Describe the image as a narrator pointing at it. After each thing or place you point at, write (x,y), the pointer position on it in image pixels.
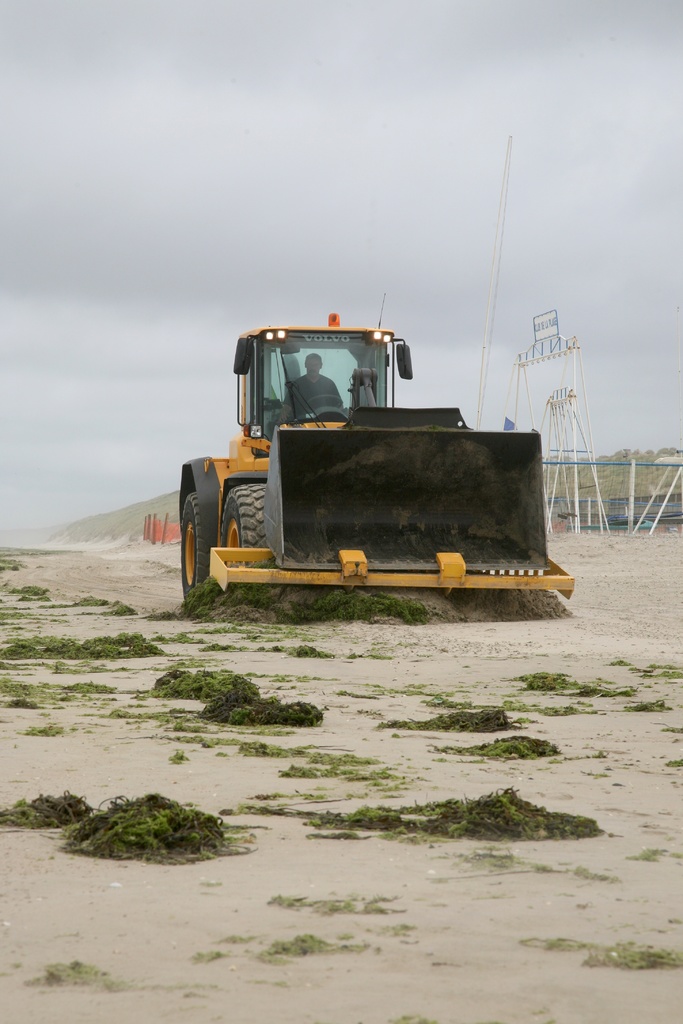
In this image we can see a person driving a vehicle (343,482). There is the cloudy sky (598,444) in the image. There is a garbage (199,829) on the ground (265,833). There are few objects (502,200) at the right side of the image (514,136).
